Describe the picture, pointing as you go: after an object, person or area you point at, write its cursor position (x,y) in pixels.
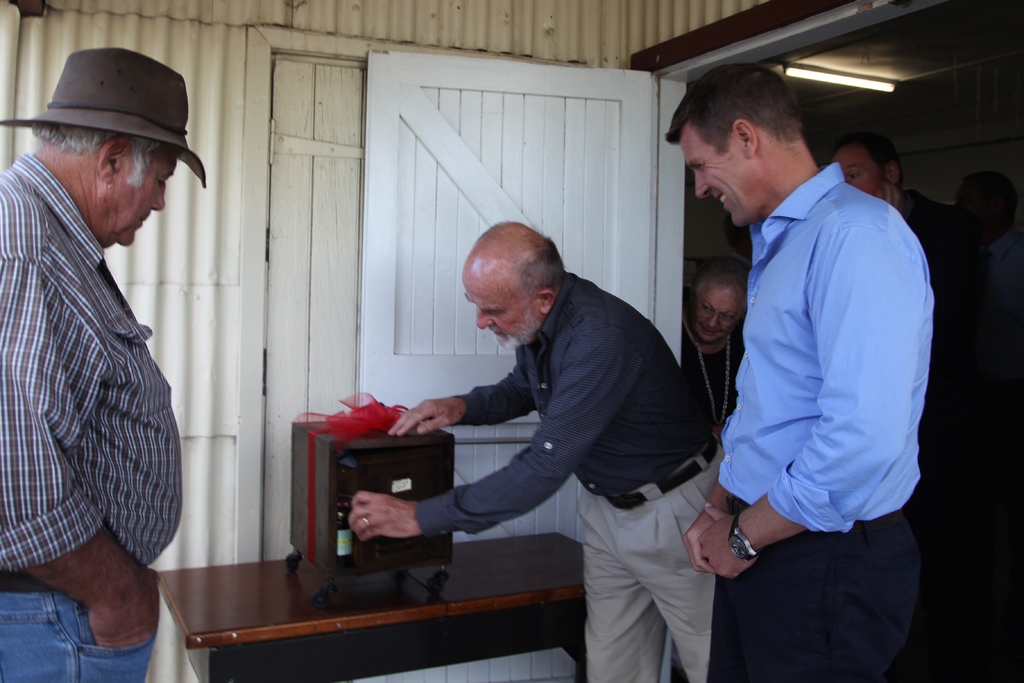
In this image I see few people (128,663) standing and I see a table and there is a thing (397,406) on it. In the background (612,221) I see light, door (645,98) and the wall (638,20).
